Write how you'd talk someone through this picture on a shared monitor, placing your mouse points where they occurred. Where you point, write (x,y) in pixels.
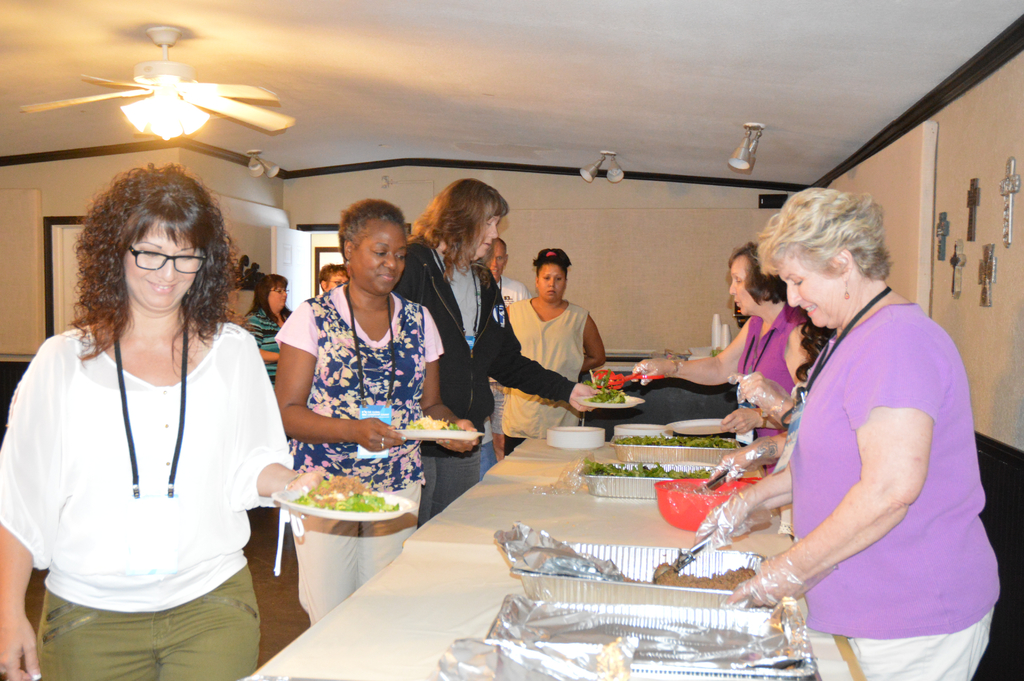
In this image we can see some group of persons (393,364) standing, some are serving food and some are holding plates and there are some food items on the table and in the background of the image (297,200) there is a wall (22,256), there are some lights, ceiling fan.
